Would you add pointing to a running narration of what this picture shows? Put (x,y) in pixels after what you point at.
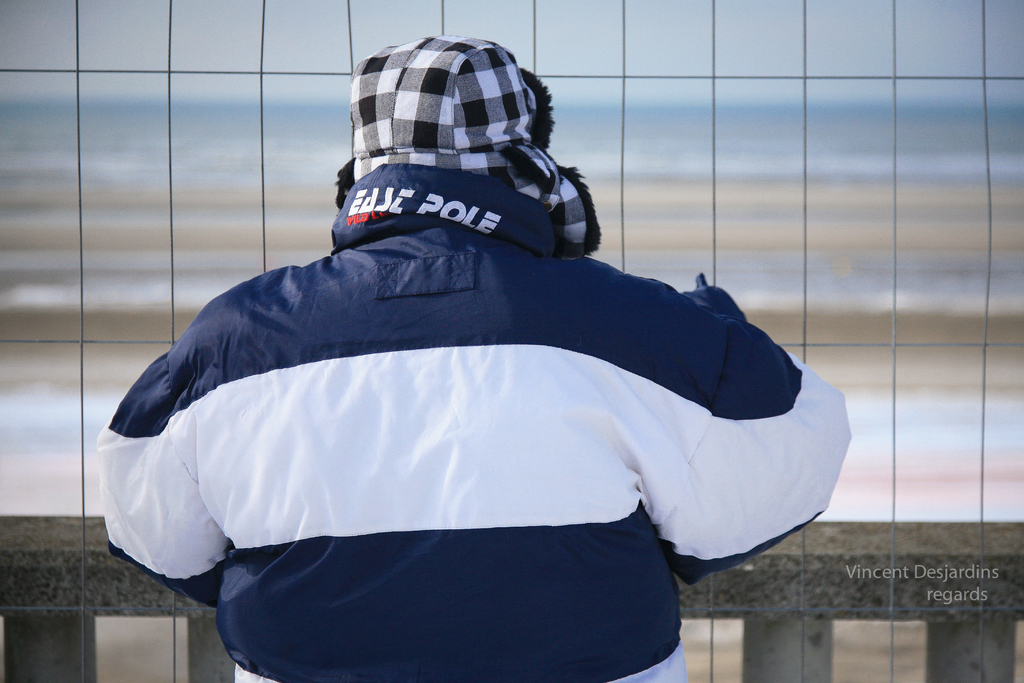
This image is taken outdoors. In this image the background (42,442) is a little blurred. At the top of the image (117,29) there is a sky (595,39). In the middle of the image (523,384) there is a man (379,545). There is a mesh (140,311) and there is a railing (904,591).
